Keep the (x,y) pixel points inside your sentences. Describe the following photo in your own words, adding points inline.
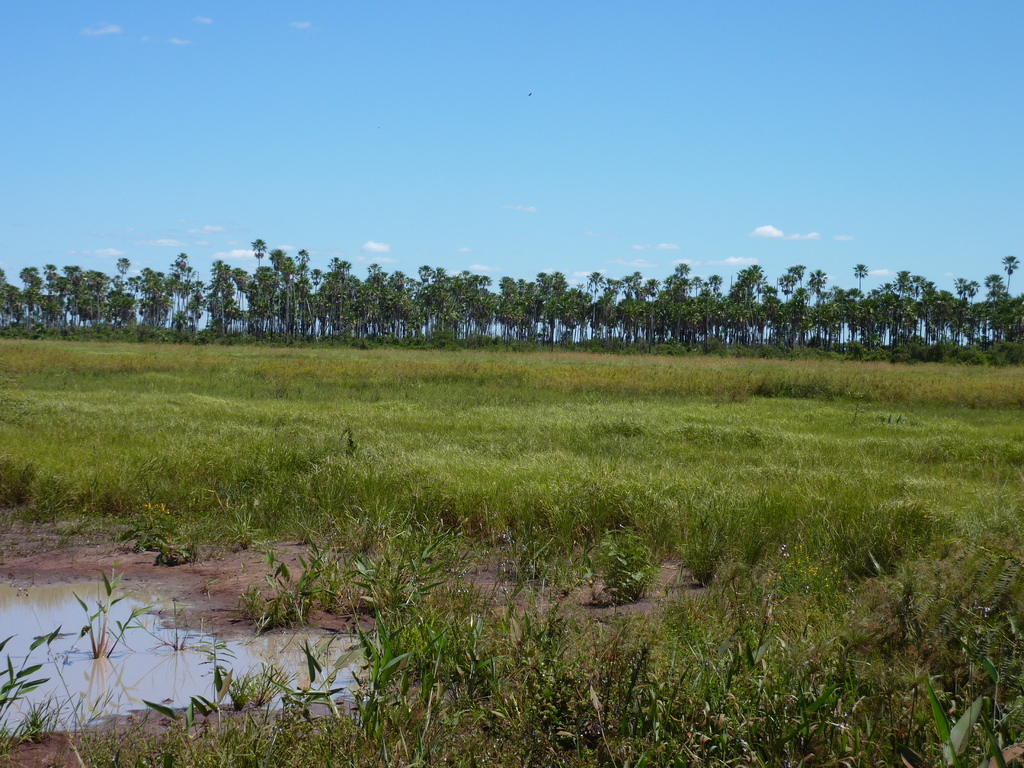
In this image there is grassland (735,615), in the background (23,309) there are trees (673,317) and the sky (725,195) on the bottom left (142,639) there is water surface (127,637).
